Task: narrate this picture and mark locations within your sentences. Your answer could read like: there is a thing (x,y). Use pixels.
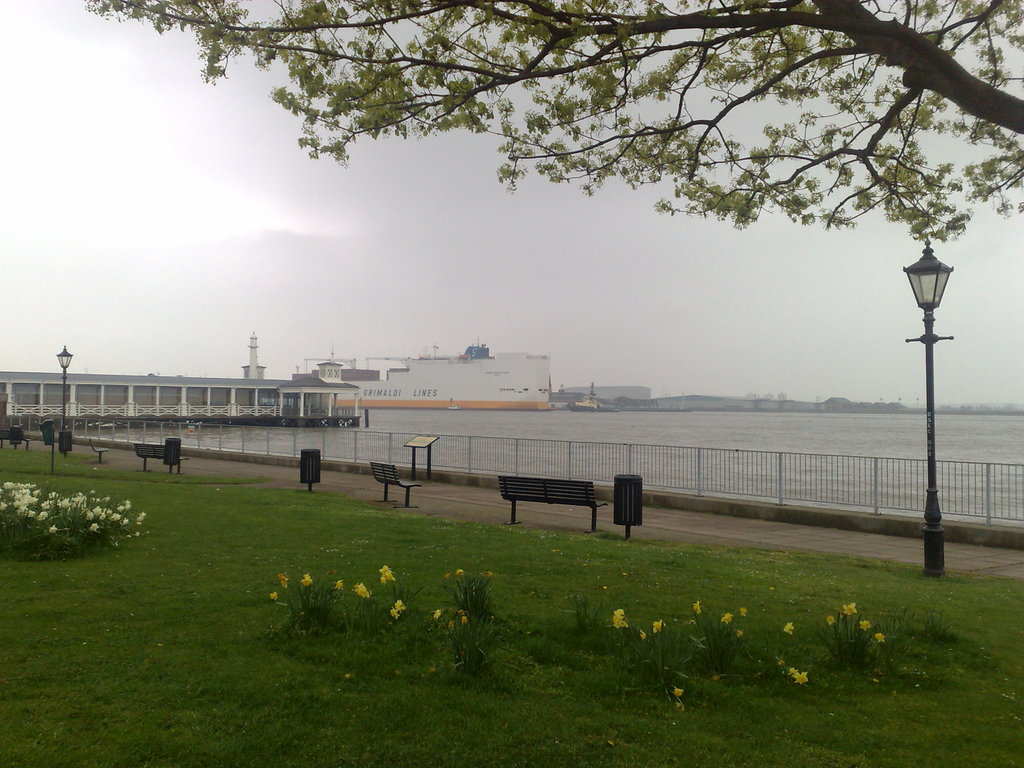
In front of the image there are flowers (104,508) on plants (319,621) on the grass surface (162,556), in front of them there are lamp posts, trash cans (624,494), and benches (387,494). In front of the benches (388,476) there is a display board (429,446) with metal rods (429,462), behind the board (437,437) there is a metal rod fence (348,456), behind the fence (364,456) there is water (584,429), in the water (589,437) there are ships (479,404). On the other side of the water (440,416), there are buildings (688,403) and trees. At the top of the image (306,197) there are clouds (276,200) in the sky (290,223) and there is a tree (550,102).
